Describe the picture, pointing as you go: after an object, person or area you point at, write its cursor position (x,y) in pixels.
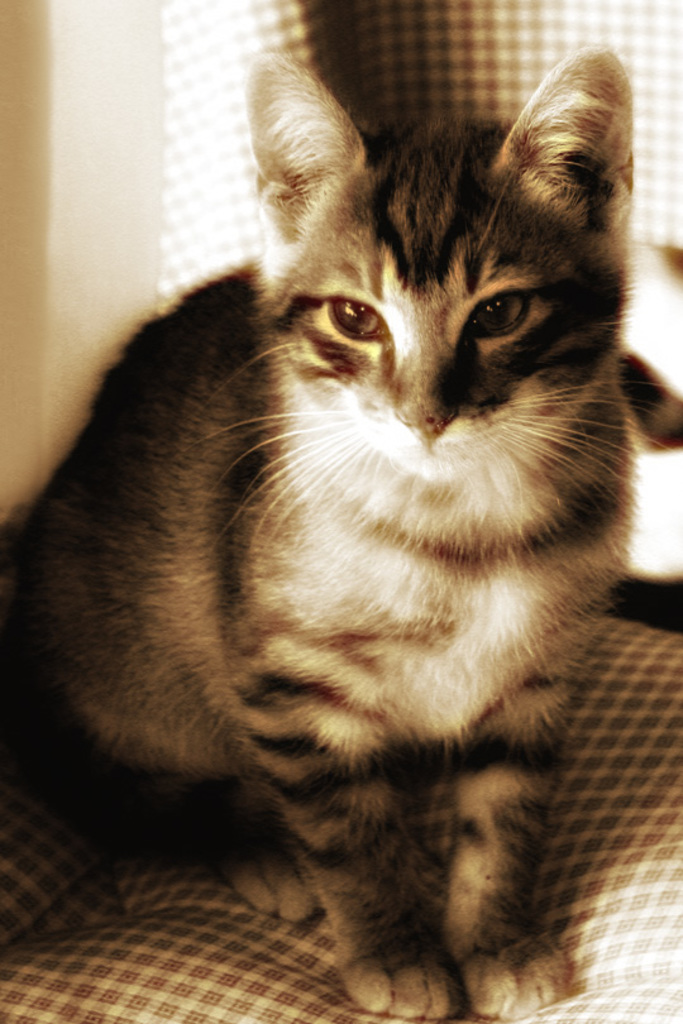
In this picture there is a cat (609,287) who is sitting on the couch (587,884), beside the cat (350,531) there is a wall (13,306).
